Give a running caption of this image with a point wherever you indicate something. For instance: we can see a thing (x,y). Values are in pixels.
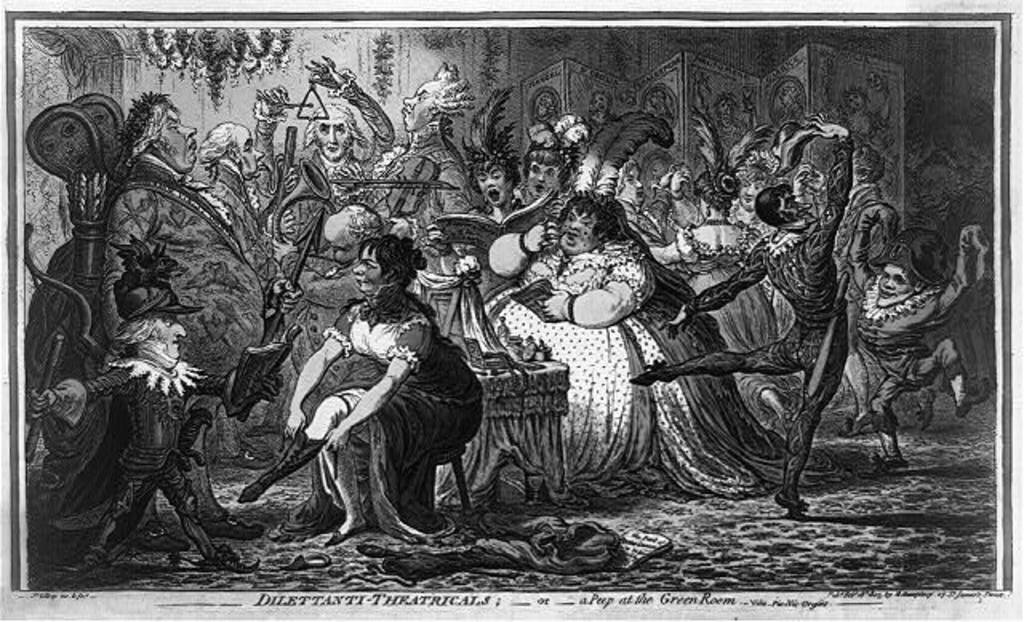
In this image there is a painting (396,288) of few persons (429,236). A woman (420,400) is sitting on a stool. Behind there is a table (524,379) having few objects (475,348) on it. Few persons (561,228) are holding books (538,300). Few persons (239,234) are holding musical instruments (285,280) in their hands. Few persons (787,332) are dancing on the floor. Left side (156,289) there is a person (60,402) wearing a cap (156,302) and she is holding a stick (43,386) in his hand (38,391).
